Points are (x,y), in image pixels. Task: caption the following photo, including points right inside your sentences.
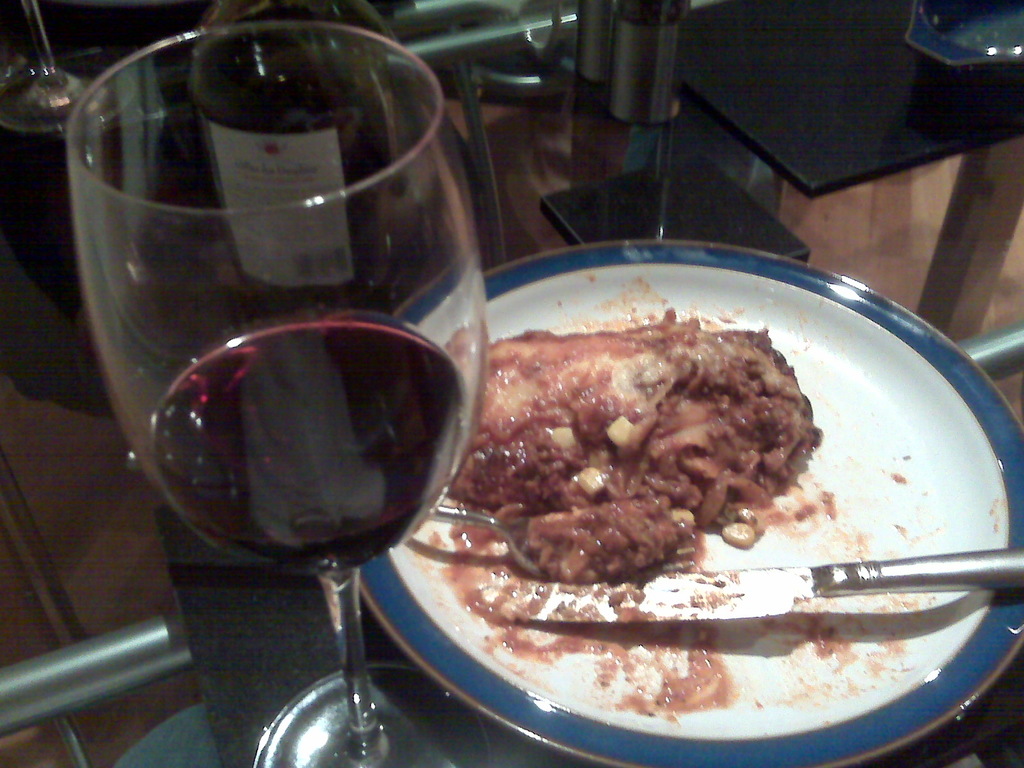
In this image I can see a wine glass (316,255), a plate (795,353) with the food (606,381), a fork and a knife (685,591). I can see another glass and other objects (750,121) kept on a glass table (1010,355).
